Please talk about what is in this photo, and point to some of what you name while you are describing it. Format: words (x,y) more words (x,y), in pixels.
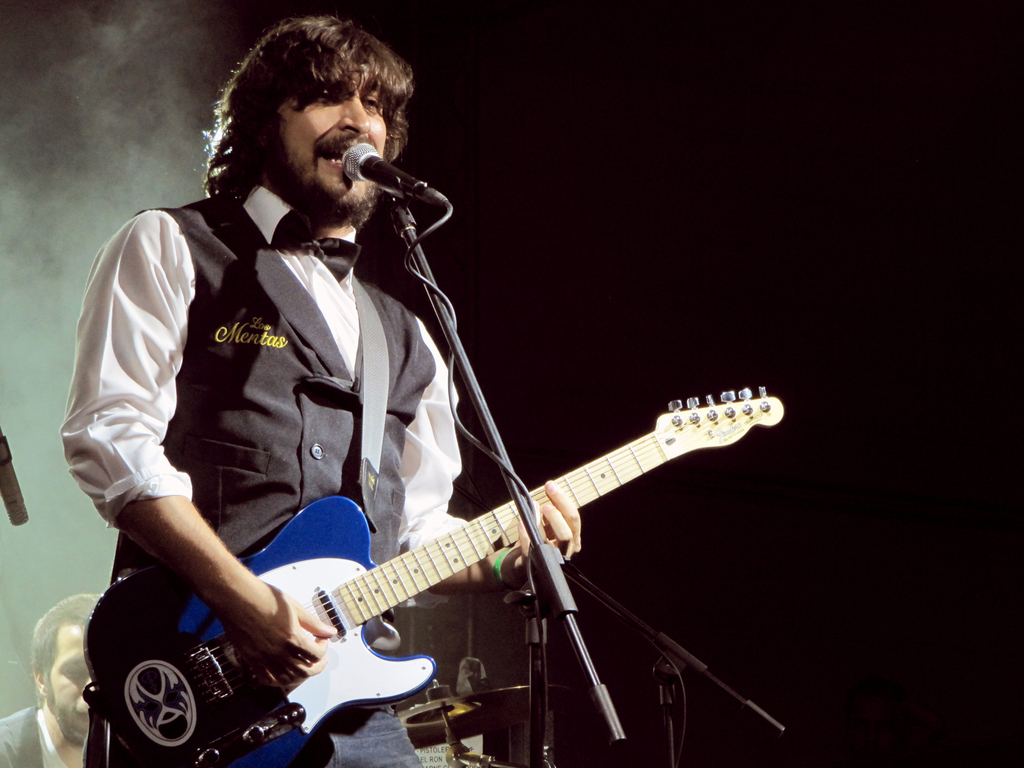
This picture shows a man (245,460) holding a guitar (207,645) in his hands (283,611) and playing it. This man (314,188) is singing in front of a microphone (356,170) and a stand (421,252). There is a smoke (84,168) in the background (62,295).
